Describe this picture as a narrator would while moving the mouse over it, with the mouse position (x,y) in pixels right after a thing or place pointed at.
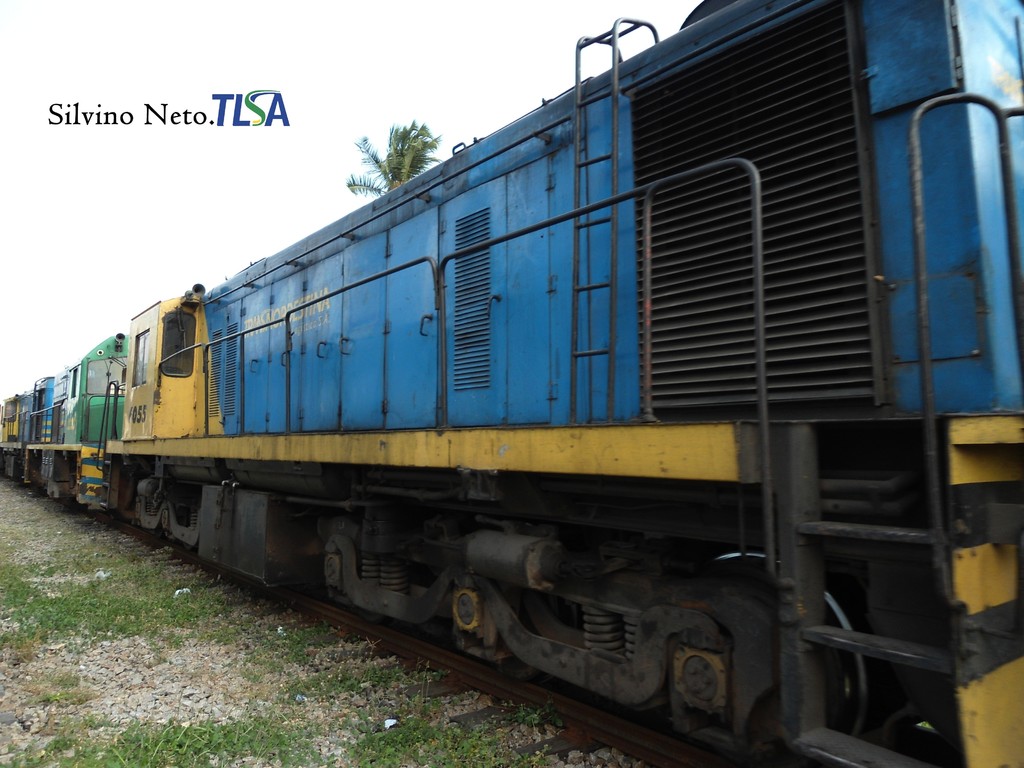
In this image I can see the train (454,490) on the track (553,695). To the left (170,692) I can see the grass (211,737) and rocks (102,685). In the background (394,172) I can see the tree (364,192) and the sky (248,203). I can see something is written on the image.
